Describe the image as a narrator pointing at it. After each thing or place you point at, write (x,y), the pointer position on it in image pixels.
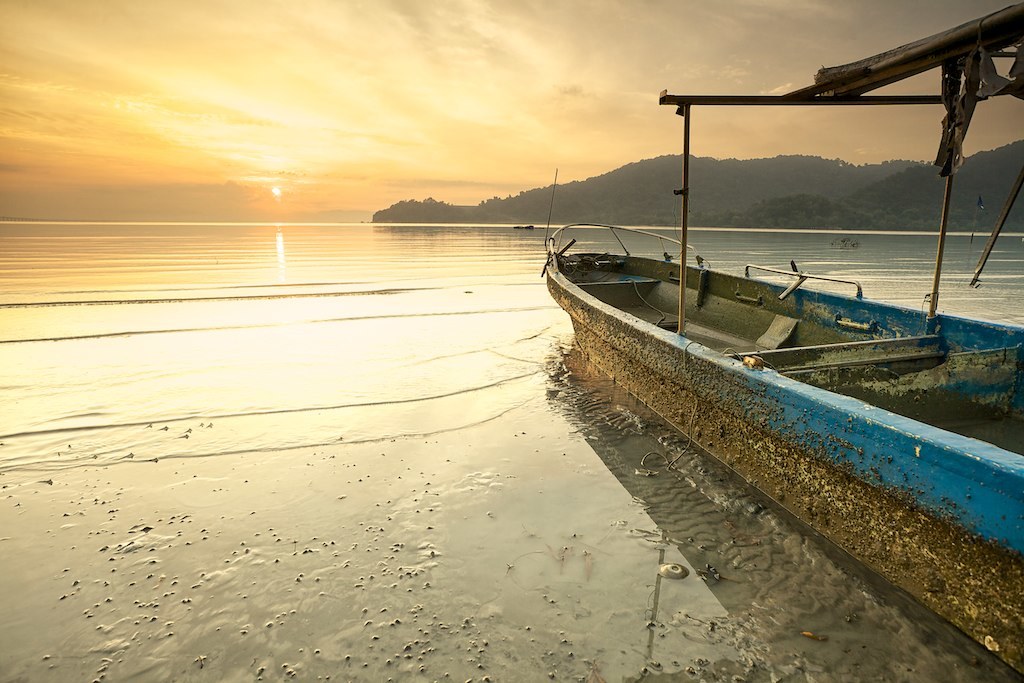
In this picture we can see a boat (906,313) on the right side (946,316), at the bottom (37,620) there is water (321,448), we can see hills (1007,166) and trees (609,209) in the background (745,196), we can see the sky (348,98) and clouds (397,48) at the top of the picture (380,75).
